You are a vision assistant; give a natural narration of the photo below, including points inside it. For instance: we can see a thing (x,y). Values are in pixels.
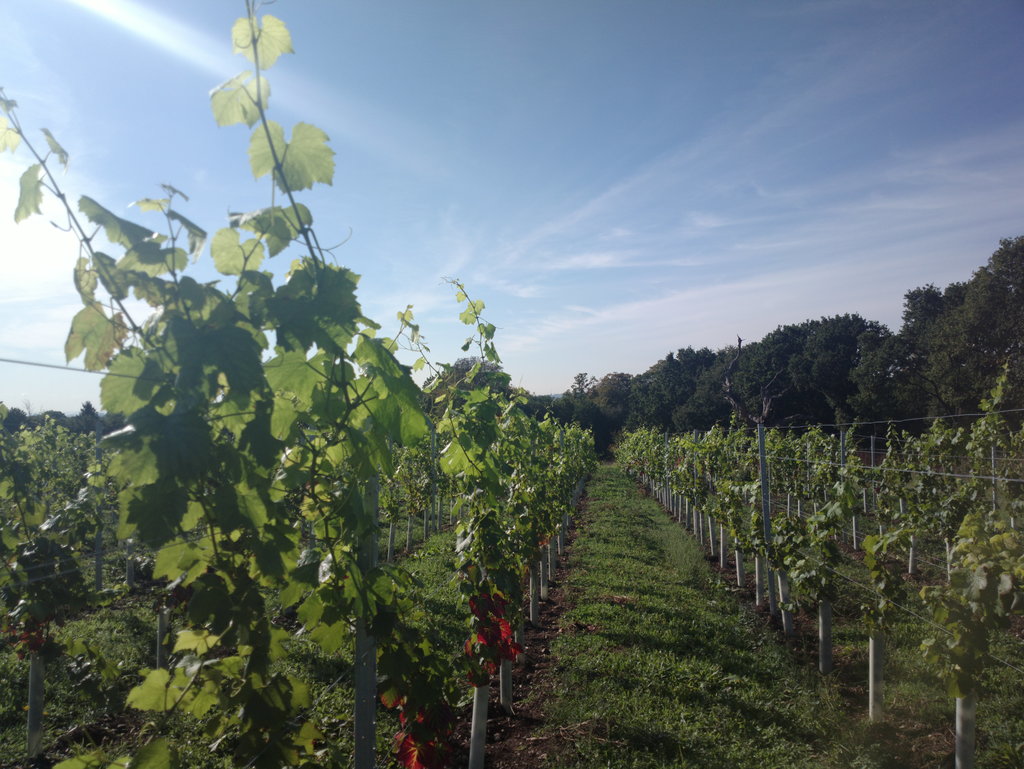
In this image I can see few poles (476,711), few trees (476,650) which are green in color and some grass (692,644). In the background (689,414) I can see number of trees (689,398) and the sky (689,170).
